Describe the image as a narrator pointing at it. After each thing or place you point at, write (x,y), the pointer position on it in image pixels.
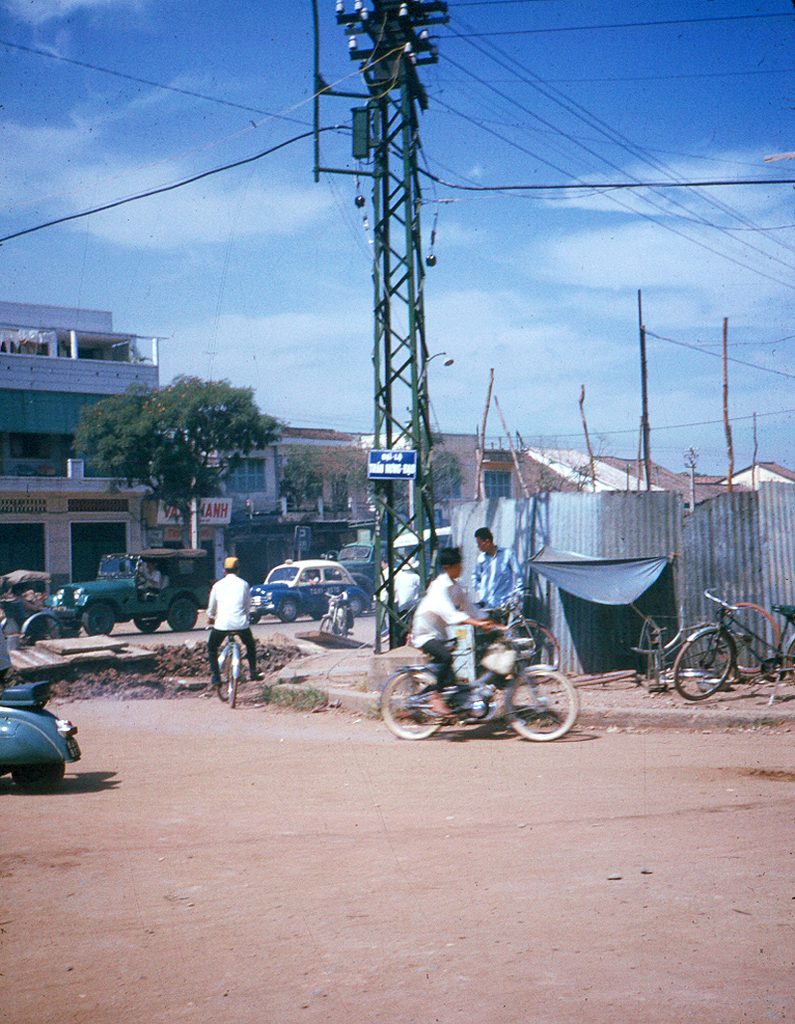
There are bicycles (232,663), people (424,606), vehicles (281,614) present at the bottom of this image (461,685). We can see trees (157,426), buildings (471,490) and a pole (414,190) in the middle of this image (439,356) and the sky (396,276) is in the background (402,310).
